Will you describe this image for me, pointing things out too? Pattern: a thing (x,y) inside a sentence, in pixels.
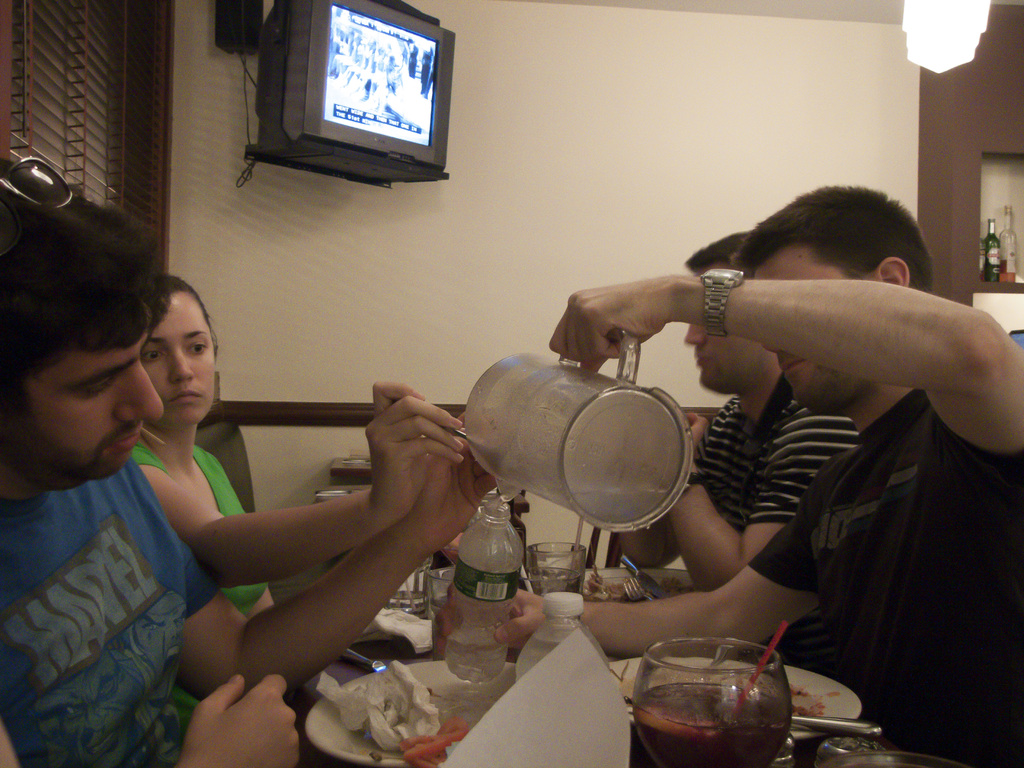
In this image I can see there are a few people (404,519) sitting on the table (404,646) and there is a woman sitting at the left side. There is a man (507,625) at right side (702,620) holding a jar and pouring water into a bottle (474,607) and there is a television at the top of the image (285,108) and there is a window (73,52) at left side (54,28).
